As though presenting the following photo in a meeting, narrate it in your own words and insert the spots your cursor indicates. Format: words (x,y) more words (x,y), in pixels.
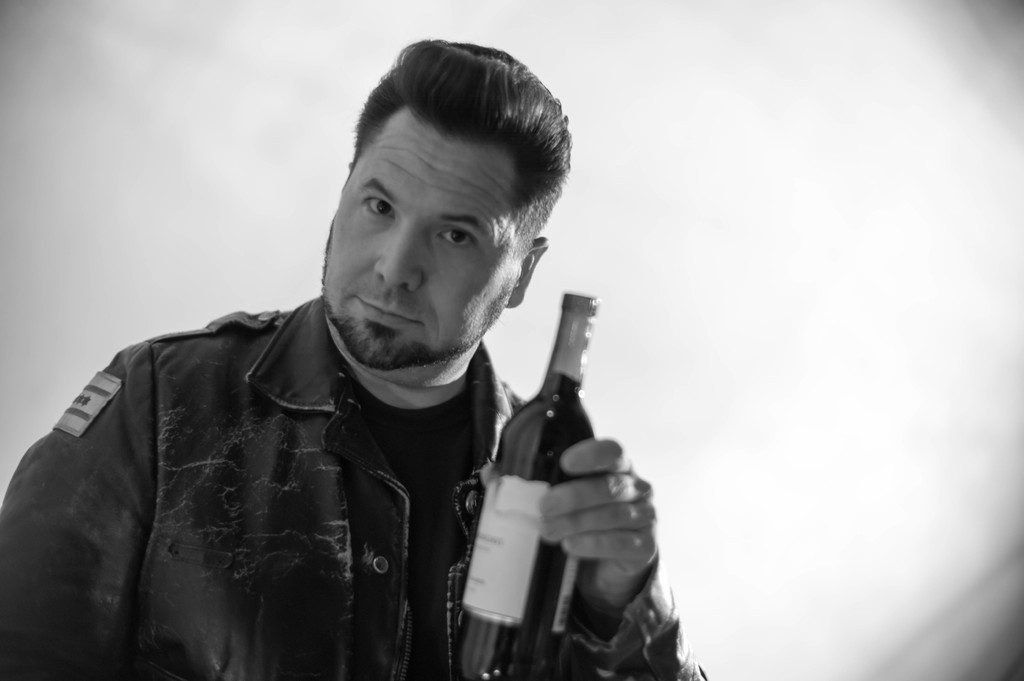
In this image there is a man (373,591) who is holding the glass bottle (563,436) in his hand (590,513).
